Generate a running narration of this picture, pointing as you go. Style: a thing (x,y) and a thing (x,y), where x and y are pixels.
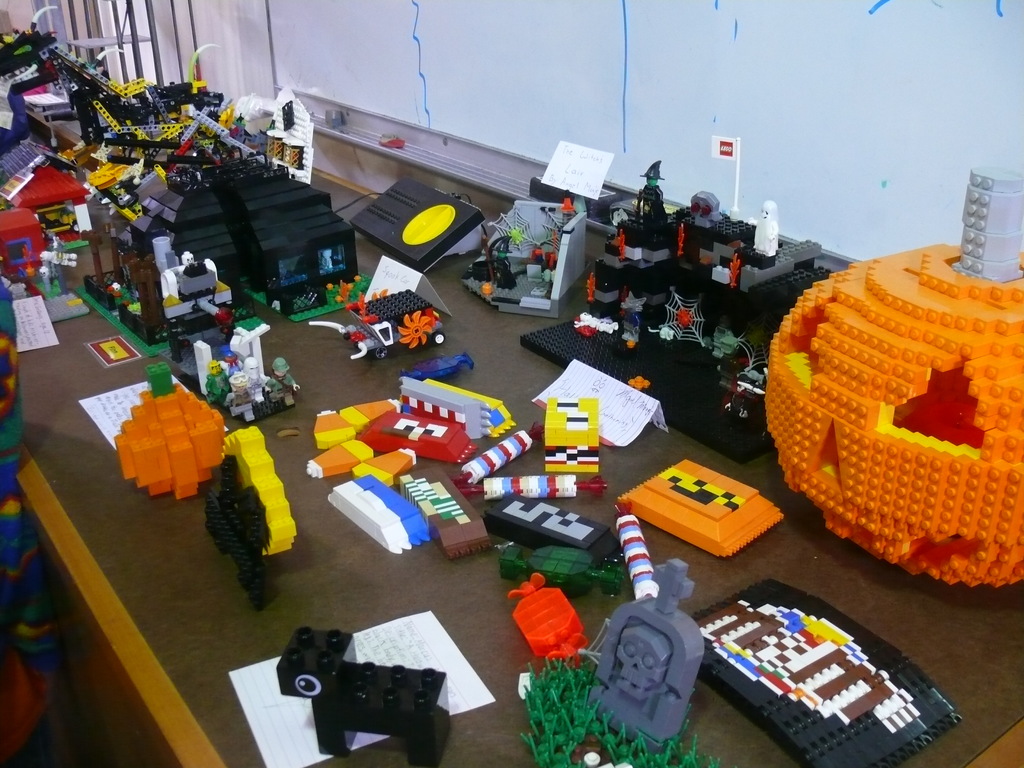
In this image, we can see many toys (725,314), papers (425,634) and we can see some papers (640,426) on the table (301,578). In the background (314,45), there is a wall (711,63) and on the left (23,603), we can see a person (33,611).
